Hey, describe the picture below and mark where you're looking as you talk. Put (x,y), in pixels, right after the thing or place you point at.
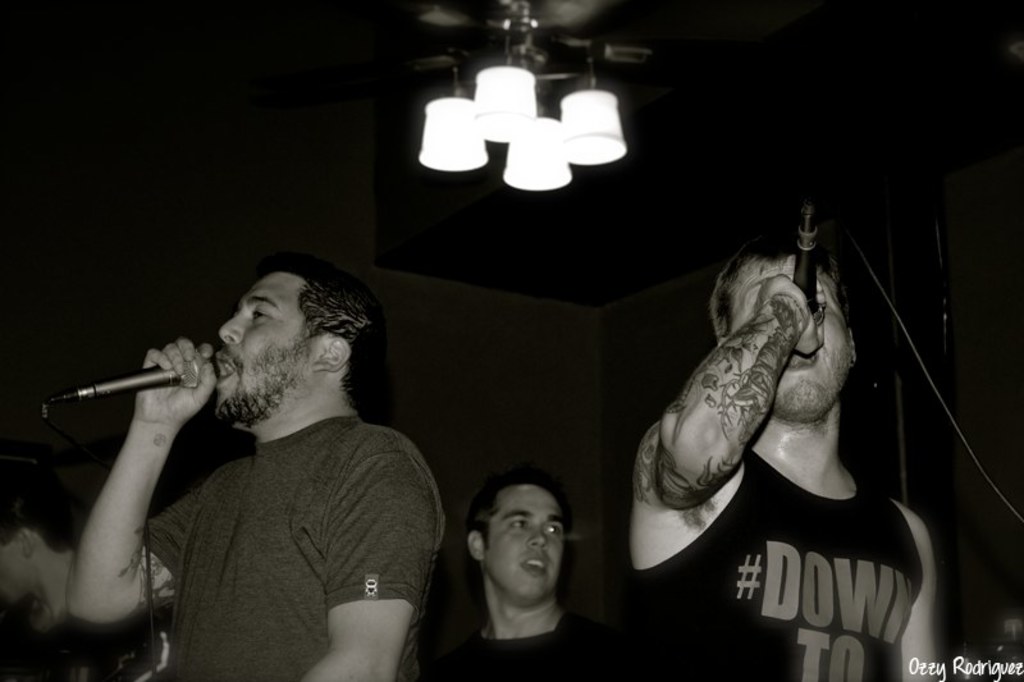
In this image there are two persons (703,437) holding mic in their hands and singing, in the background (518,628) there are two persons (544,597) on the top (522,114) there are lights (524,116).
